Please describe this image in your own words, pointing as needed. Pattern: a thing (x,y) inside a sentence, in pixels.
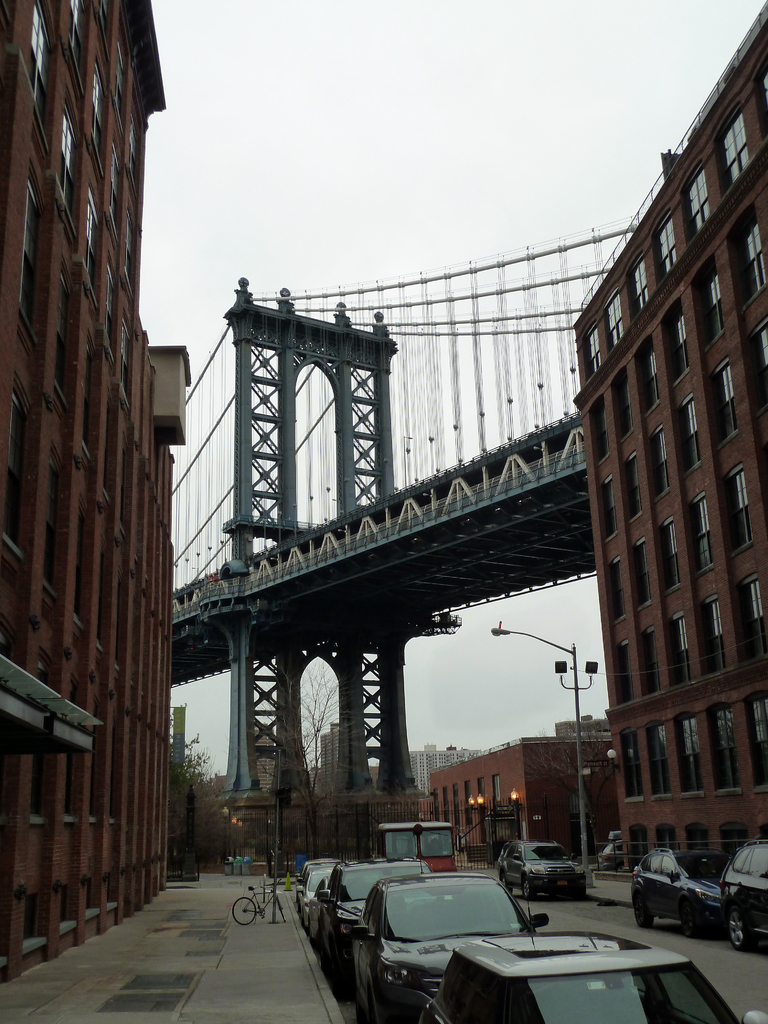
In this picture I can see buildings (761,555) and I can see a bridge (255,773) and few trees (219,845) and I can see few lights (573,688) to the pole (562,679) on the sidewalk (297,934) and I can see few cars (485,881) and I can see a bicycle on the sidewalk (250,983) and a cloudy sky (269,129).
